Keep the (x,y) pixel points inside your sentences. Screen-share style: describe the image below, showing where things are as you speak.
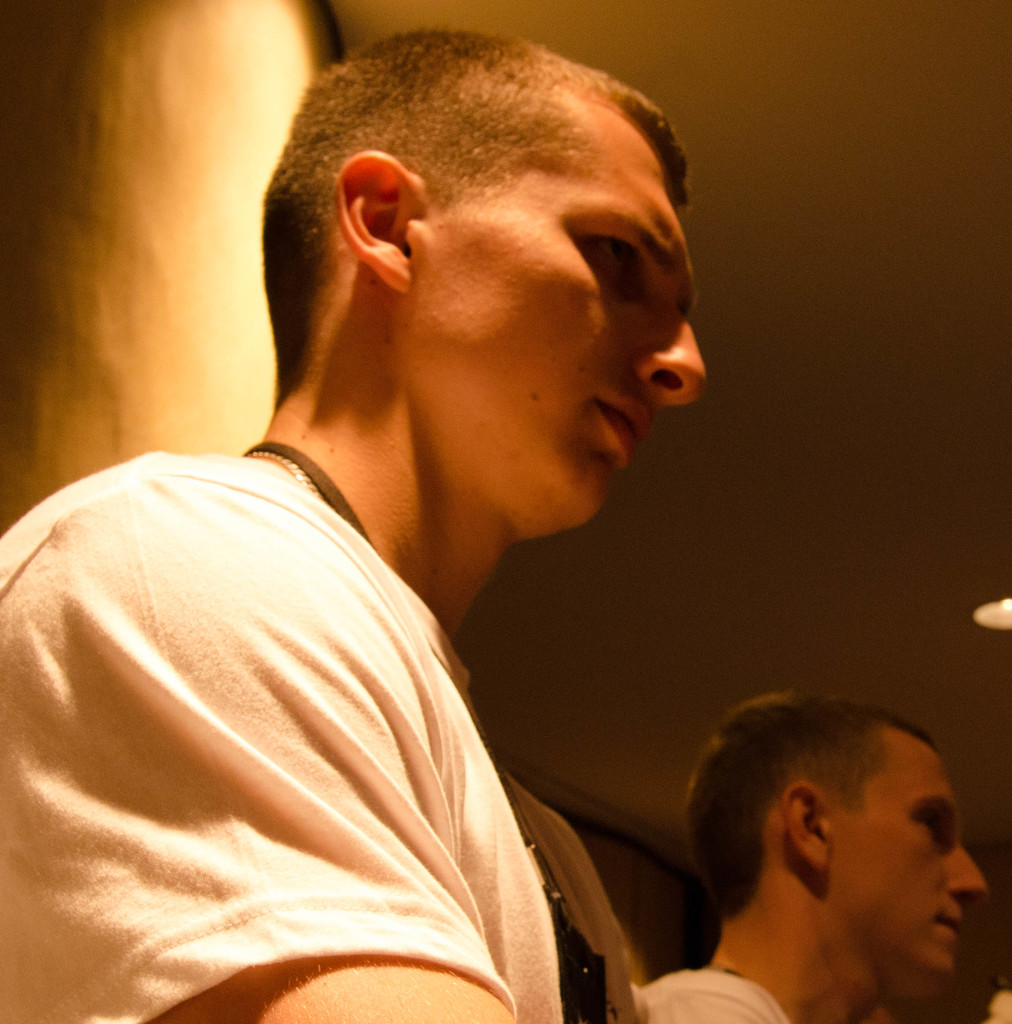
In this picture we can see two men (222,917) where a man (292,796) wore a chain (274,455), id tag (575,1011) and in the background (465,631) we can see the wall (119,355), light (985,619).
